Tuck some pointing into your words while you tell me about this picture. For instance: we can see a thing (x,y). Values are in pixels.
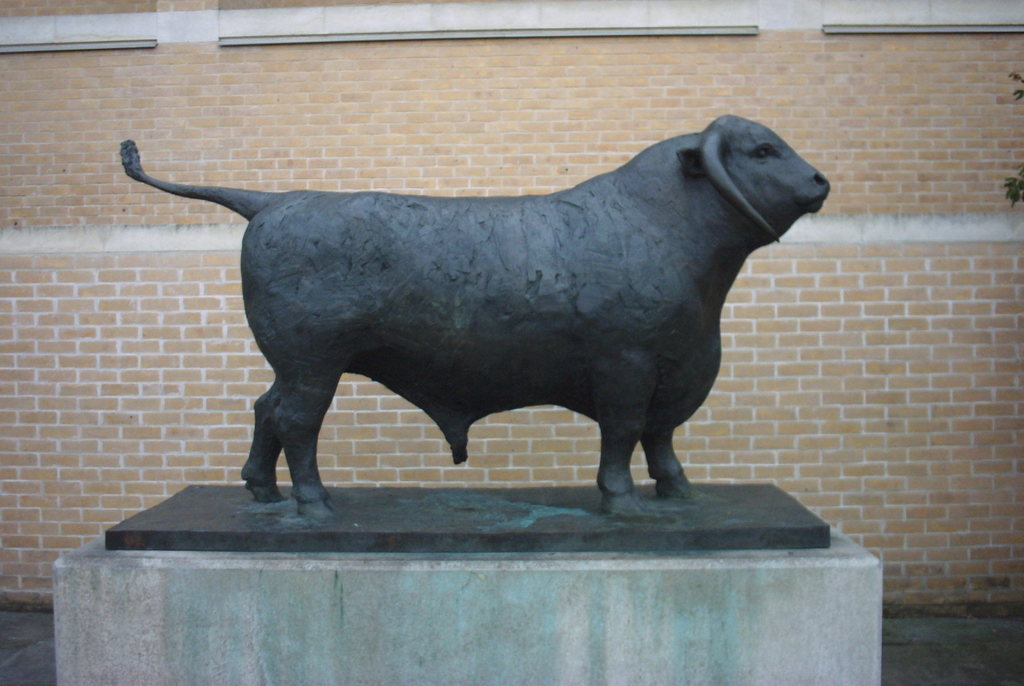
In this image we can see the depiction of an animal (556,259). In the background (180,179) we can see the brick wall (887,223). We can also see the path (955,645) and also the leaves (1015,183).
